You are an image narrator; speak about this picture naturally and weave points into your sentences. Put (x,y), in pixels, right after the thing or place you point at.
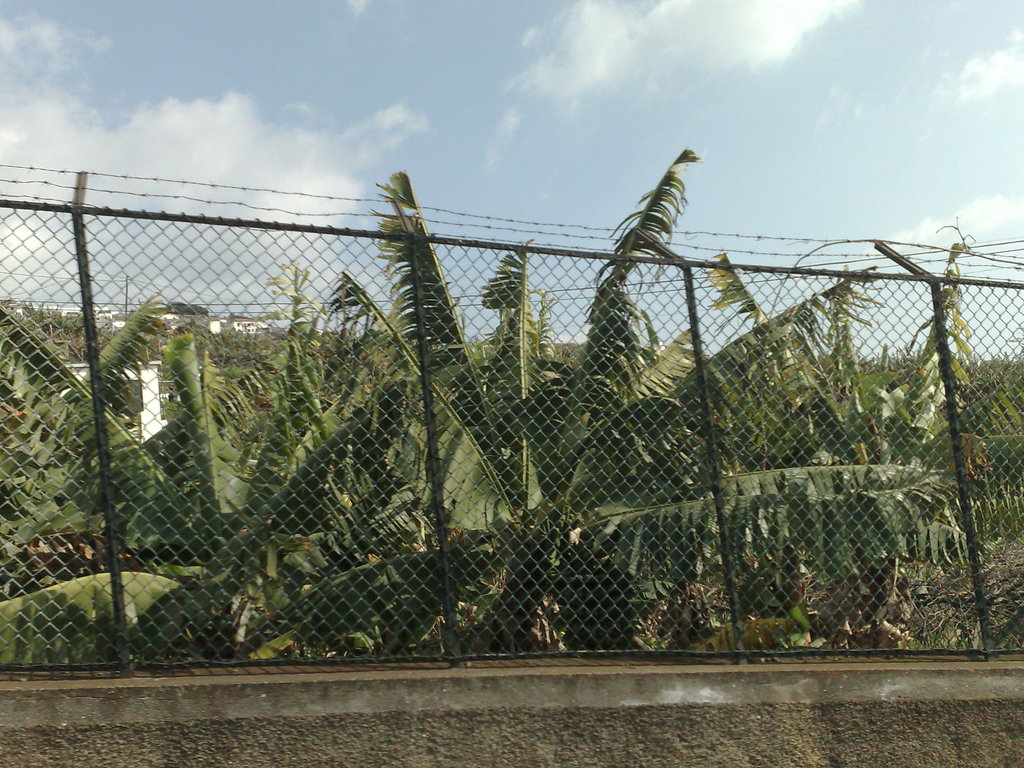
In the center of the image (456,318) there is a fence (244,545) and there are trees (636,491). In the background (176,300) there are sheds (231,321) and sky (456,113). At the bottom (259,721) there is a wall (552,748).
